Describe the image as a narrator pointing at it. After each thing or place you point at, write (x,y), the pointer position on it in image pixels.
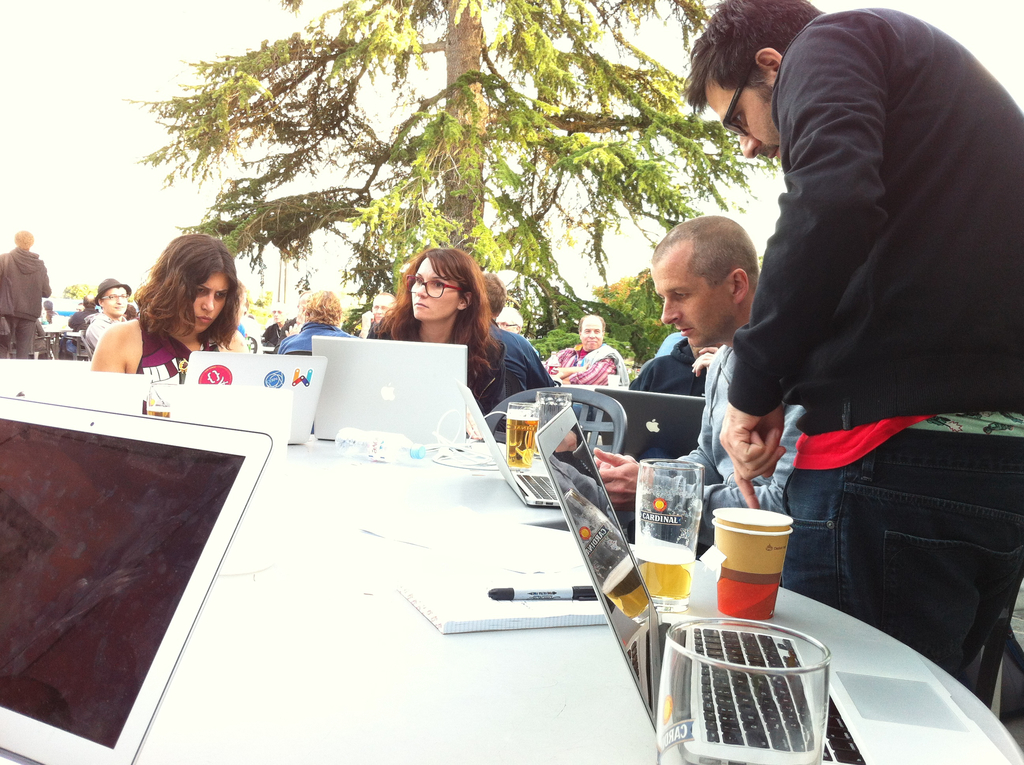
In this image on a table (324,600) there are laptops (168,551), glass (672,524), mug (740,553), pen (493,590), book (461,595), bottles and few other things (721,564). There are chairs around the table (548,634) few people (207,316) are sitting on the chairs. In the right (824,211) one person (870,115) is standing wearing a black jacket (893,364) and specs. In the background (517,155) there are trees (486,78).
